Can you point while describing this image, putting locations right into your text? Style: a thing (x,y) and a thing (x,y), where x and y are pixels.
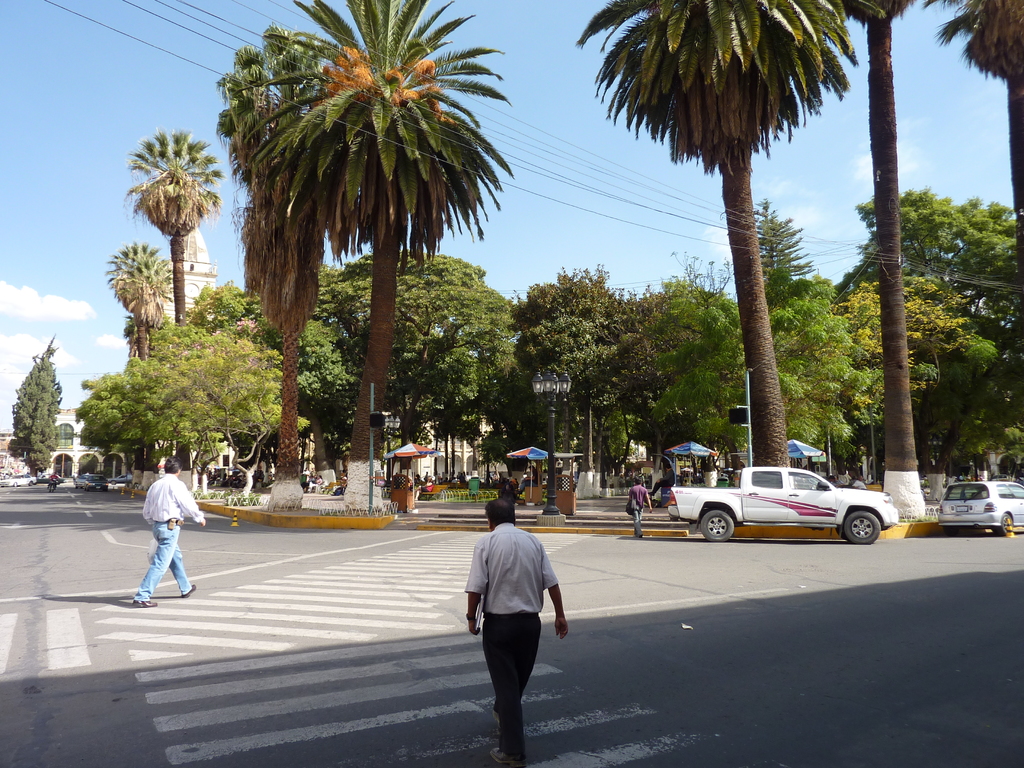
In this image there are few people (504,558) and few vehicles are moving on the road (566,599). In the background (419,485) there are trees (492,406), beneath the trees (468,430) there are few people (533,481) and a sky (545,245).
